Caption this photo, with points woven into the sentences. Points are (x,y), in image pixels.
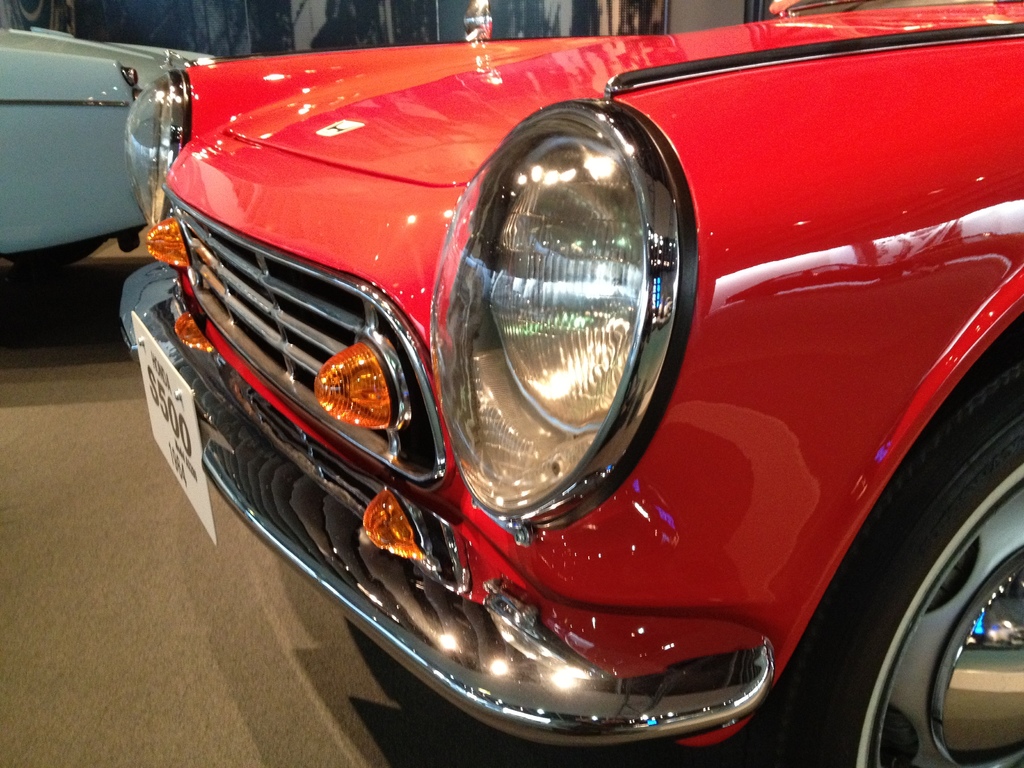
In this image we can see the front part (590,156) of a car (702,286), where there are headlights (518,371), bumper (295,470), number plate (163,397) and a tire (946,533). In the background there is another car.
